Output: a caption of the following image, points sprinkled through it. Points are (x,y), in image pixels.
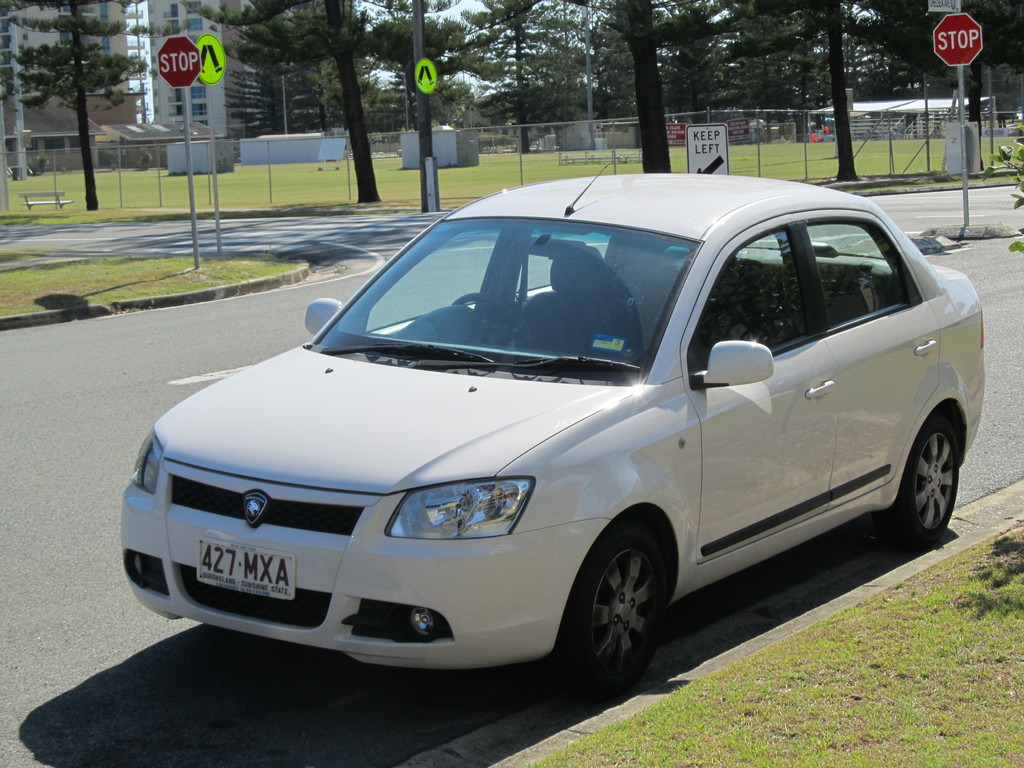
In this image we can see a car (626,393) placed on the road (235,361). We can also see some grass (86,280), a group of trees (652,88), signboards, a fence (485,146), a bench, poles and the sky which looks cloudy.
